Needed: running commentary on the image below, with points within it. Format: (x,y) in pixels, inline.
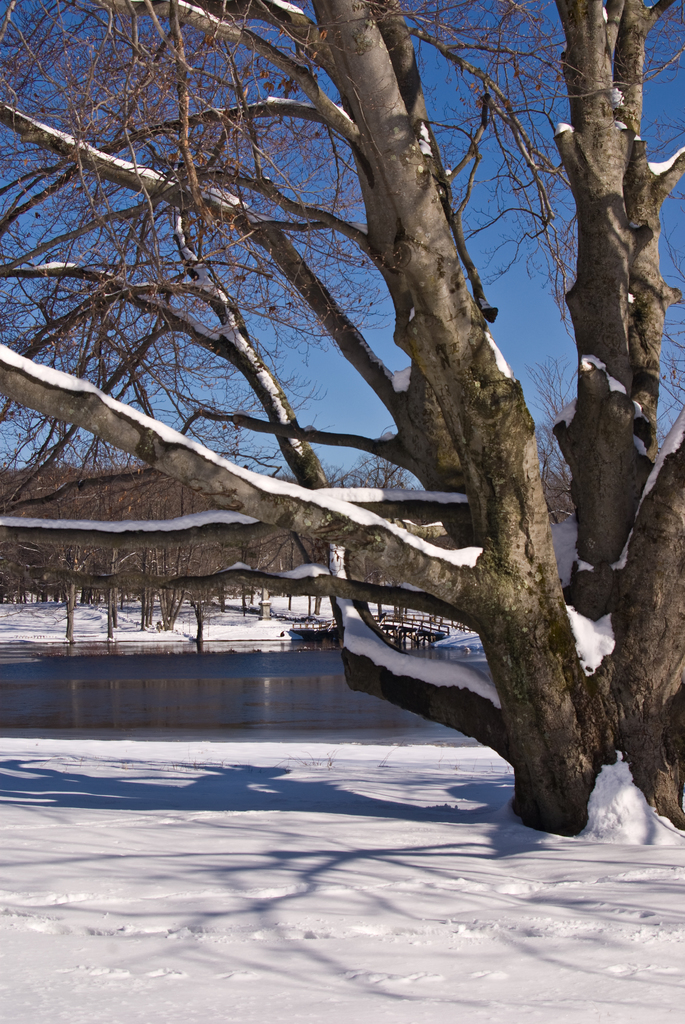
In this picture there are trees (423,310) and there is a bridge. At the top (564,335) there is sky (275,141). At the bottom (279,880) there is snow (301,873) and water (301,670) and there is snow (679,433) on the tree (231,498).
